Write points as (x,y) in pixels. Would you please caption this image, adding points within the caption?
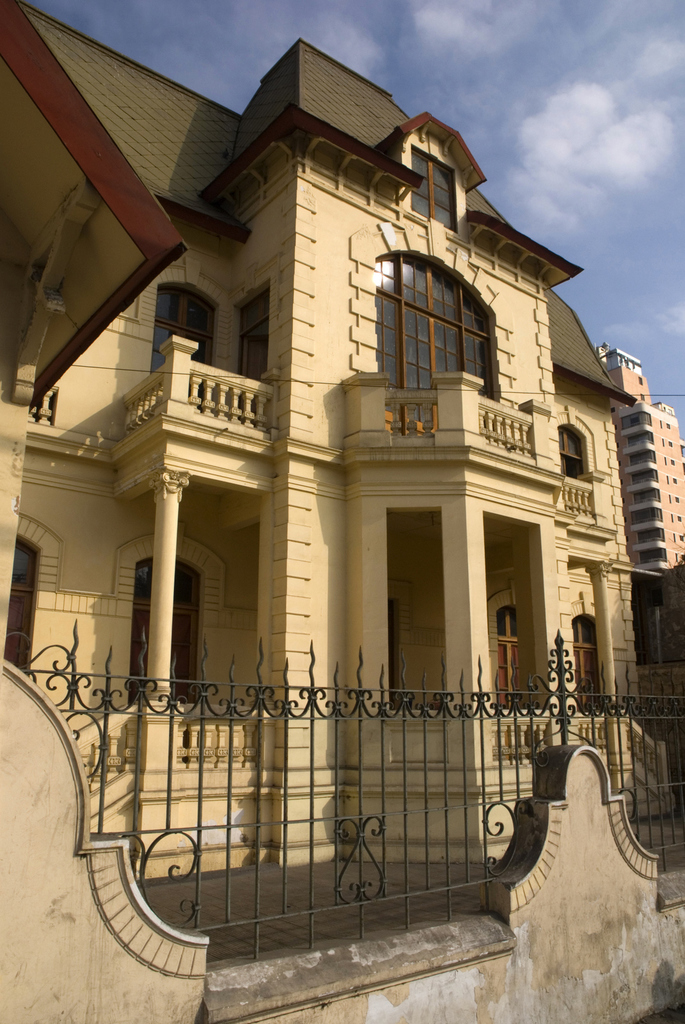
In this image I can see the buildings (534,540). In the background (523,129), I can see the clouds (556,100) in the sky (597,203).
